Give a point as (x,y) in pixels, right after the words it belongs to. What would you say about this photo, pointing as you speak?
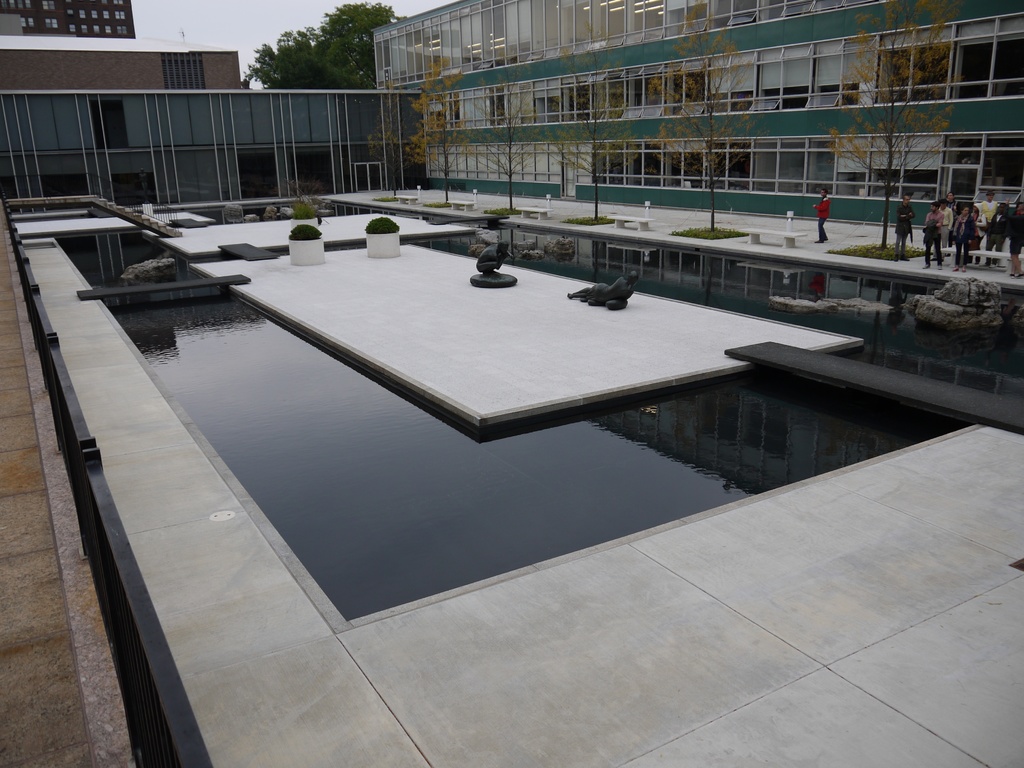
In this picture we can see water (427,476) at the bottom (485,527), in the background (505,55) there is a building (542,87), on the right side (972,217) we can see some people (942,224) are standing, we can also see some trees (427,122) and grass (857,255) on the right side (712,218), on the left side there is a railing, we can see the sky (262,14) at the top of the picture (261,14), there are two plants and statues (614,285) in the middle (490,271).
